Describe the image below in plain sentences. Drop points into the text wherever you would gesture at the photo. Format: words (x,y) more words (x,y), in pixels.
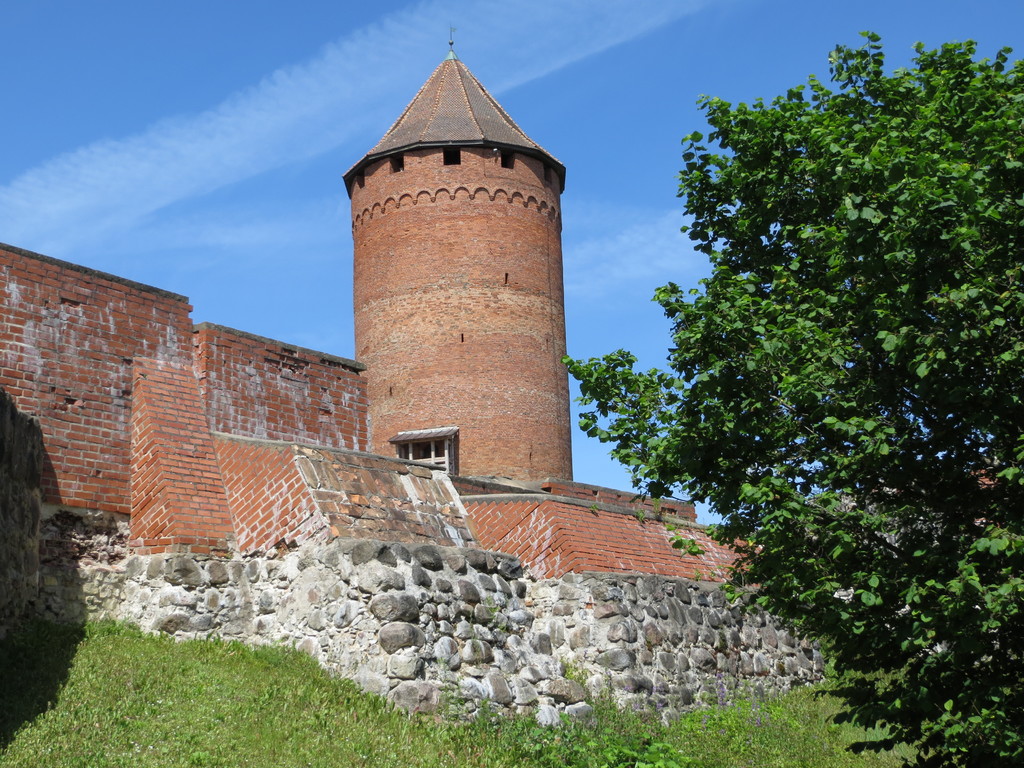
In this image we can see a building (471,263), walls (292,473), grass (269,732), plants (648,739), and trees (986,547). In the background (681,209) there is sky (570,167).
